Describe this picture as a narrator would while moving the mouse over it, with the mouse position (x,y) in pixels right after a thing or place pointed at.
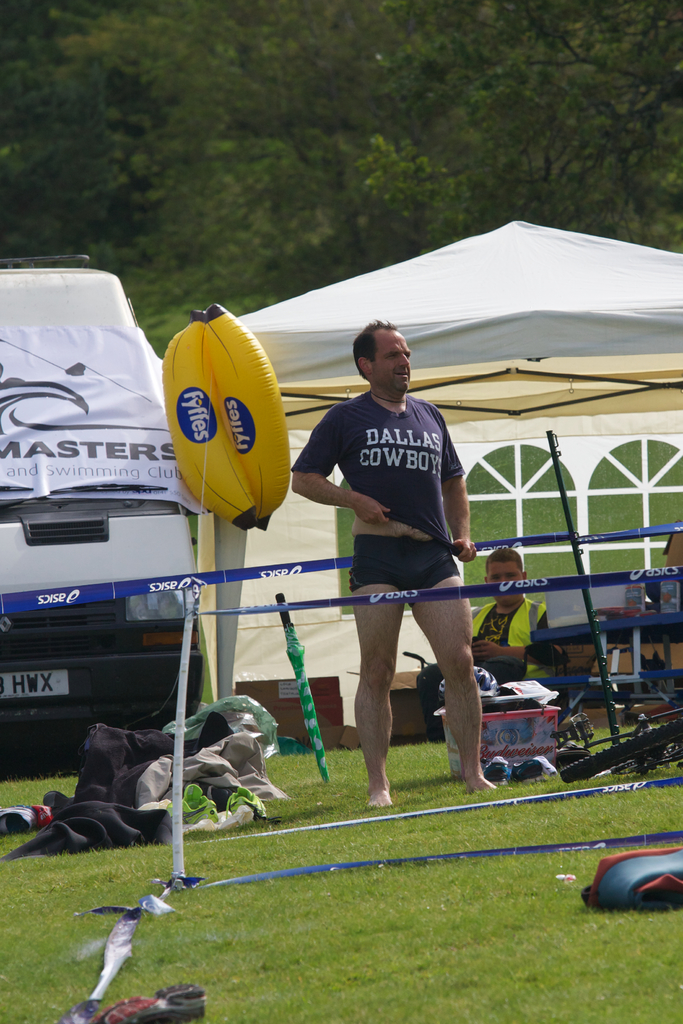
In the foreground of this image (219,773), there is grass (441,959), safety railing (255,609), a man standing and few objects (604,748) on the grass (414,921). In the background (465,320), there is a tent (532,320), vehicle (94,518), a balloon like an object (216,367) and the trees (321,97).
